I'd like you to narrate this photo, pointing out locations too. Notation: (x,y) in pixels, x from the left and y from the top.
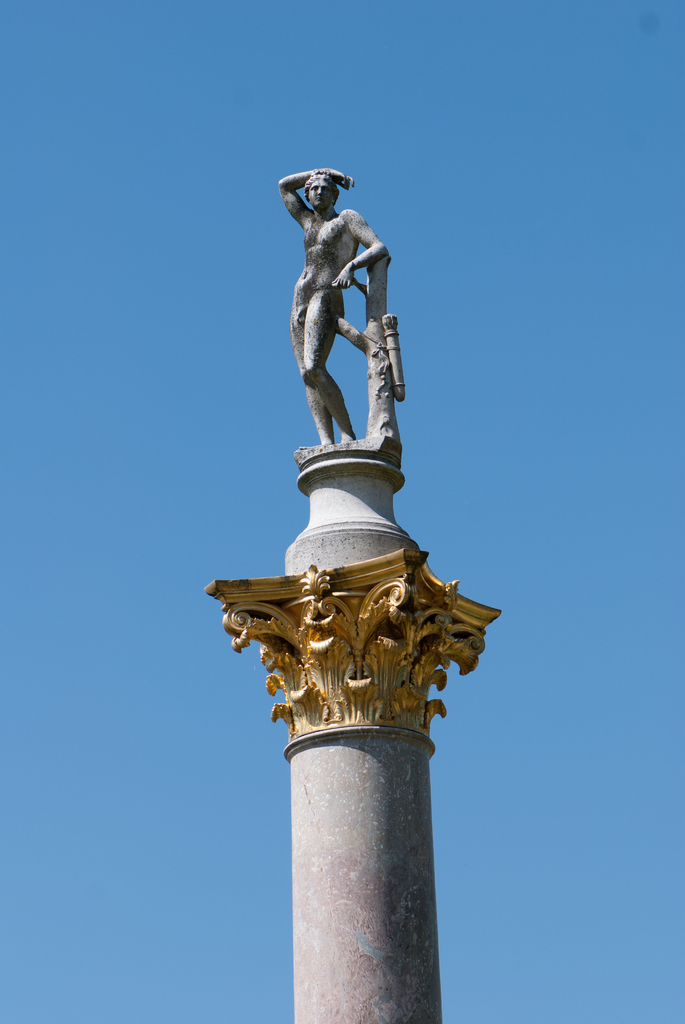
In this picture I can see in the middle (272,647) there is a statue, at the top (490,199) there is the sky (527,210).
